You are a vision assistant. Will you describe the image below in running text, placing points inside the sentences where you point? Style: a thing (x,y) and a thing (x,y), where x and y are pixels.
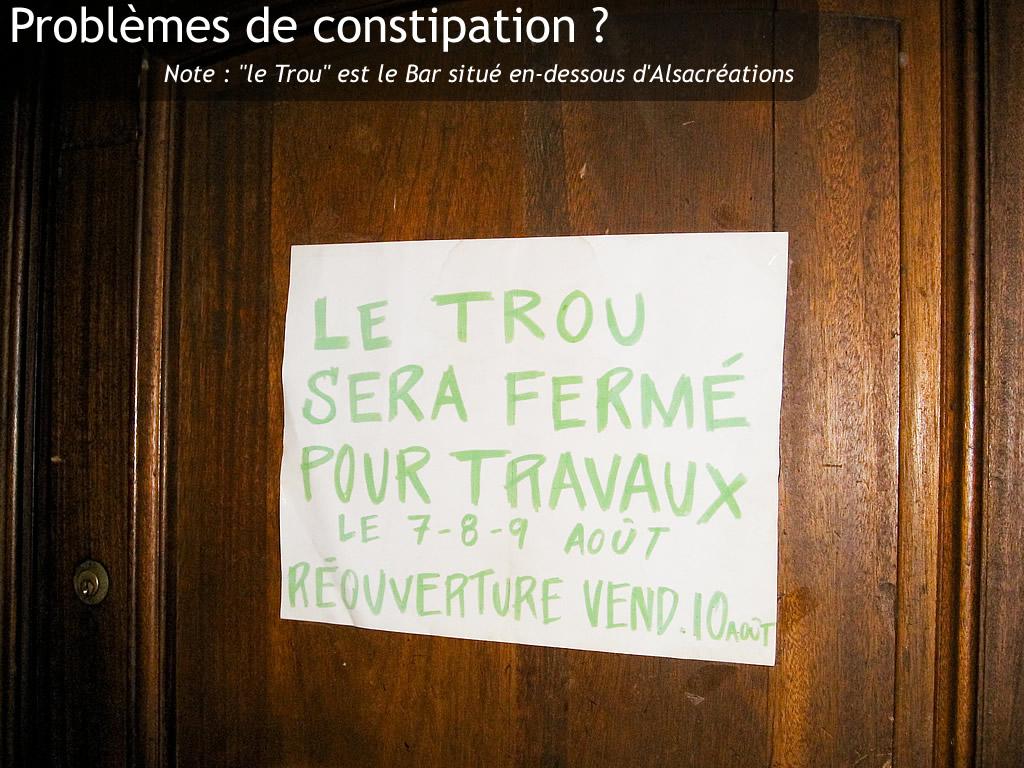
In this picture, we see a door (848,629) in brown color. We see a white paper (406,405) with some text (518,461) written in green color, is pasted on the door (801,657). At the top of the picture (367,64), we see some text (298,84) written. It might be an edited image.
